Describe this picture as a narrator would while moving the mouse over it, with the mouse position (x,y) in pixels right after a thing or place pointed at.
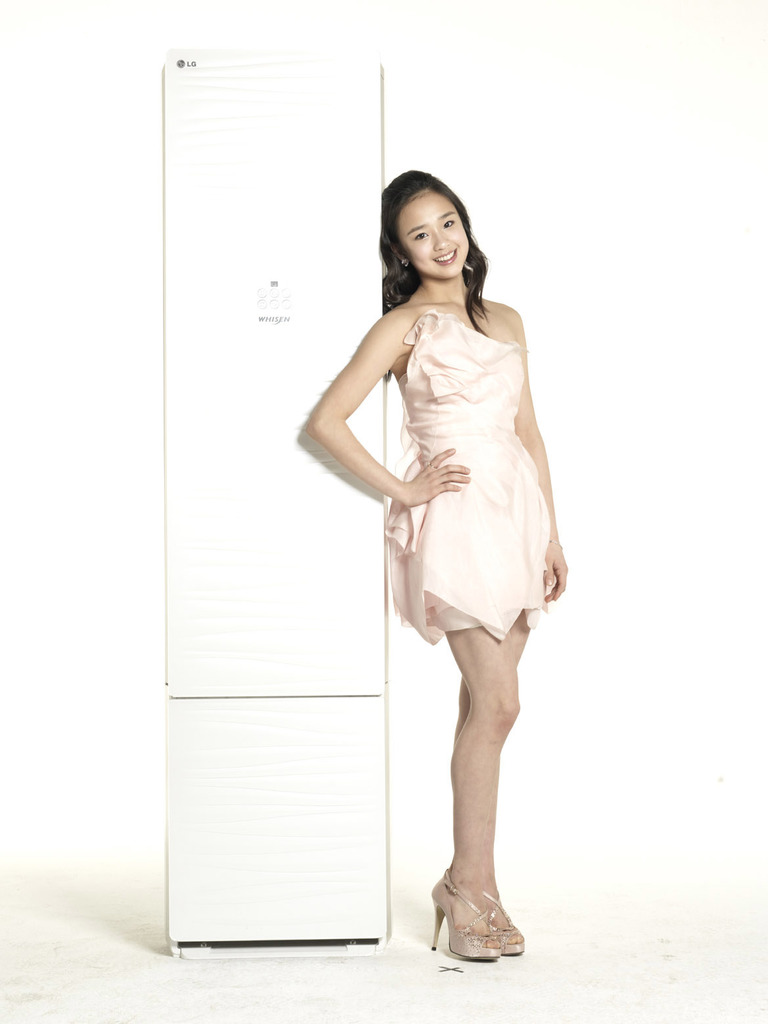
In this image we can see a woman (485,781) standing on the floor (404,903) and there is an air conditioner (246,464) beside her.
